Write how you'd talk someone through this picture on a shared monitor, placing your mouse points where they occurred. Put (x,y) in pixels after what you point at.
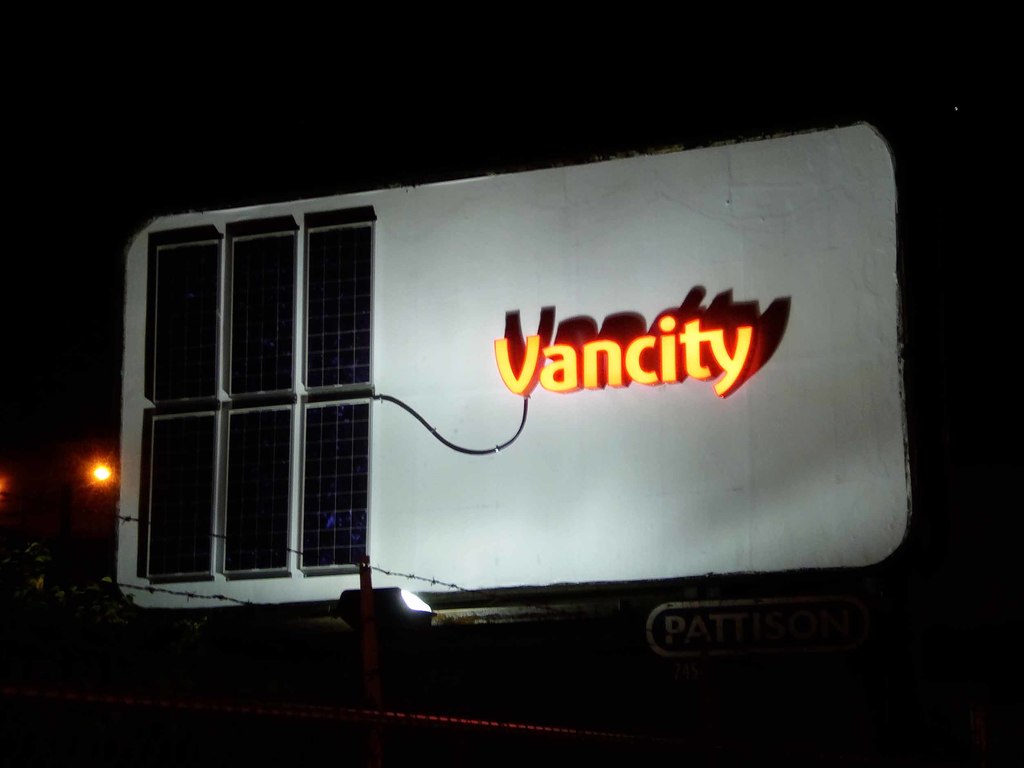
It's a name (603,353), there is an orange color light (619,352) in it.
